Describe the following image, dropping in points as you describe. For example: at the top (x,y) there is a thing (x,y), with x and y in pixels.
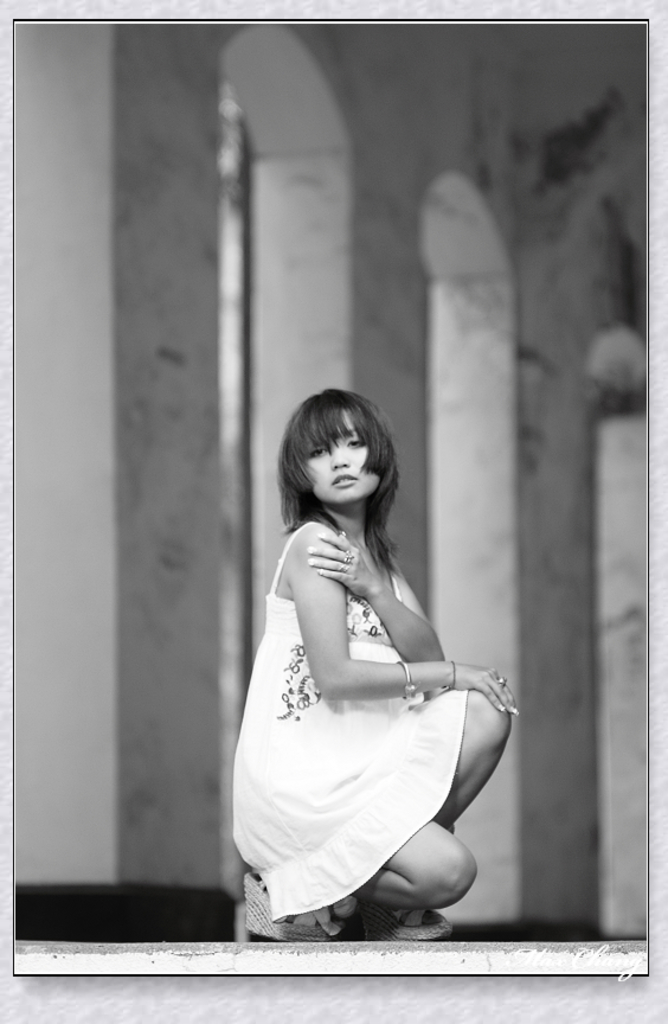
In the picture we can see a woman (446,680) sitting on the shoe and she is wearing a white dress (359,815) and in the background (148,126) we can see a building pillars (188,72).
